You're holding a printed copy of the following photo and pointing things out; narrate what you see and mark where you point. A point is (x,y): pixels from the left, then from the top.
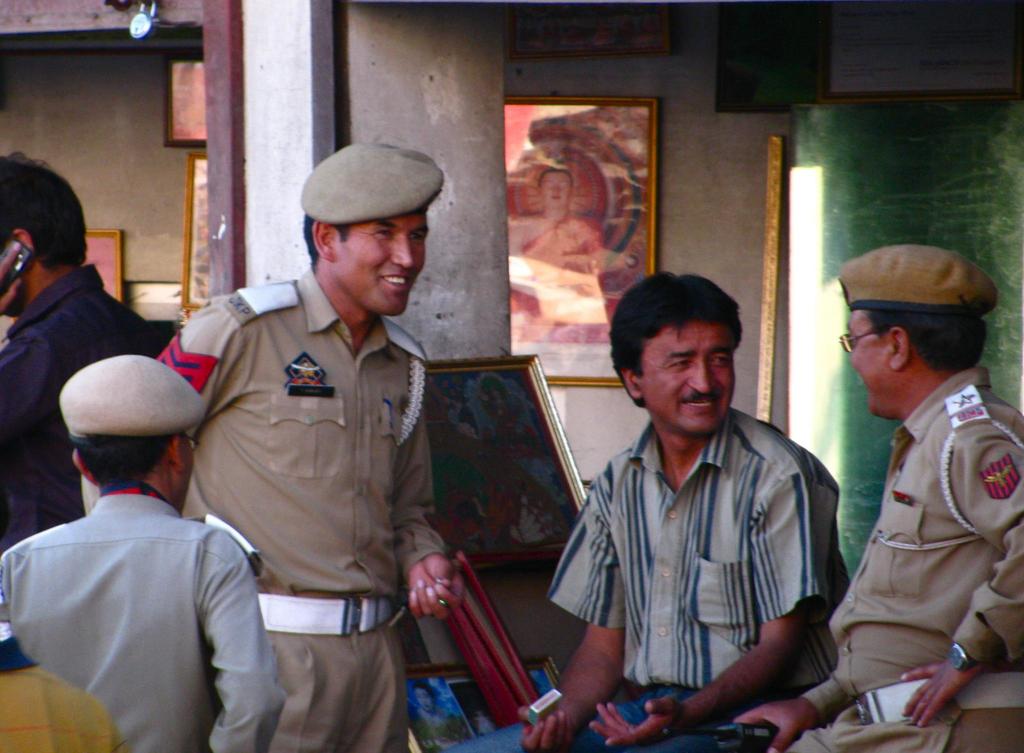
In this image there are a group of people (210,415) some of them are wearing uniforms (886,551), and also there are some photo frames (533,293), pillar (323,123), wall (121,147). And at the top of the image (151,21) there is a lock (138,24).
